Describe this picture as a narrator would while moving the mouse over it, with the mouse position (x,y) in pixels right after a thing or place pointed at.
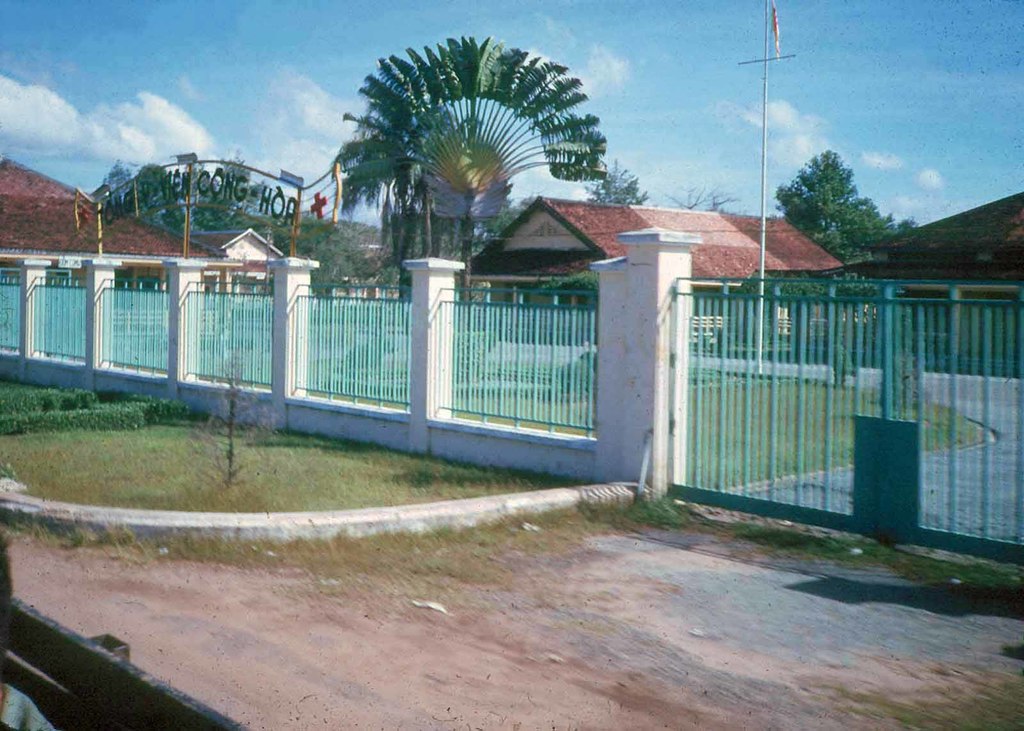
In this image we can see houses (554,270), pole (765,120), trees (496,227), there is a fencing (891,412), also we can see the sky (701,96).
